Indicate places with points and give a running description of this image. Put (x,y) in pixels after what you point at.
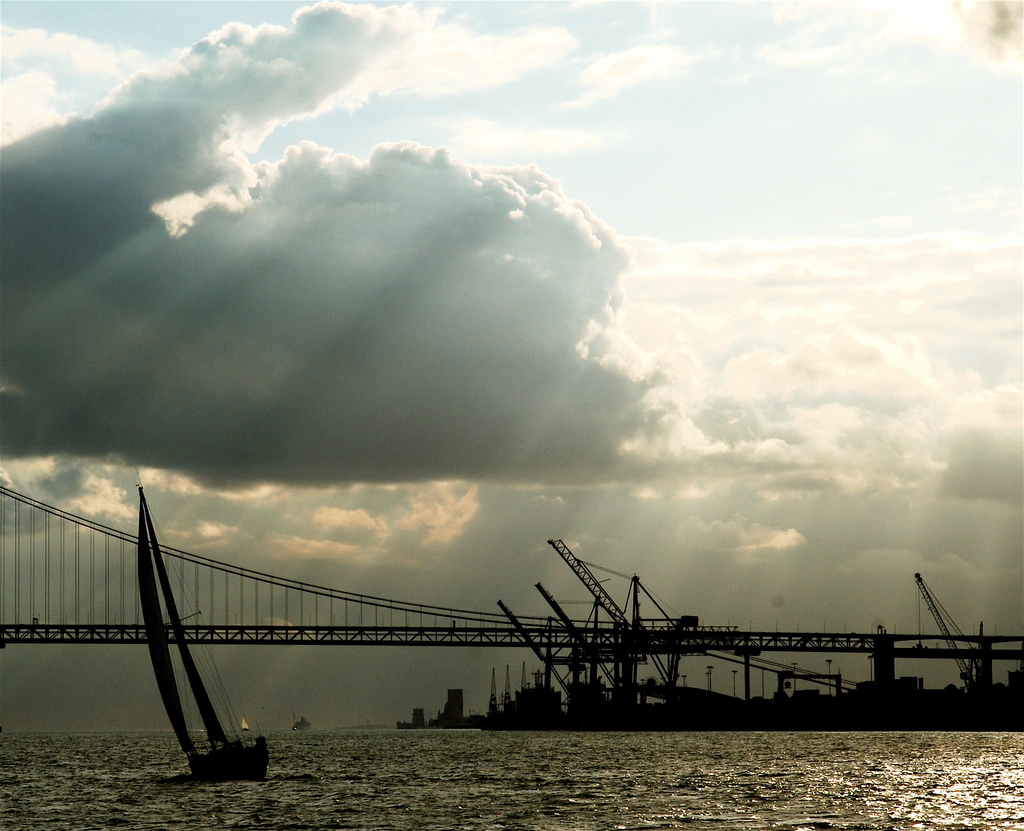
In this picture there is a river water (293,802) in the front (221,758) with sailing boat (211,751). Behind there is a iron suspension bridge (501,639) with some cranes (549,597). On the top (444,225) there is a sky (317,462) and white clouds (744,445).
